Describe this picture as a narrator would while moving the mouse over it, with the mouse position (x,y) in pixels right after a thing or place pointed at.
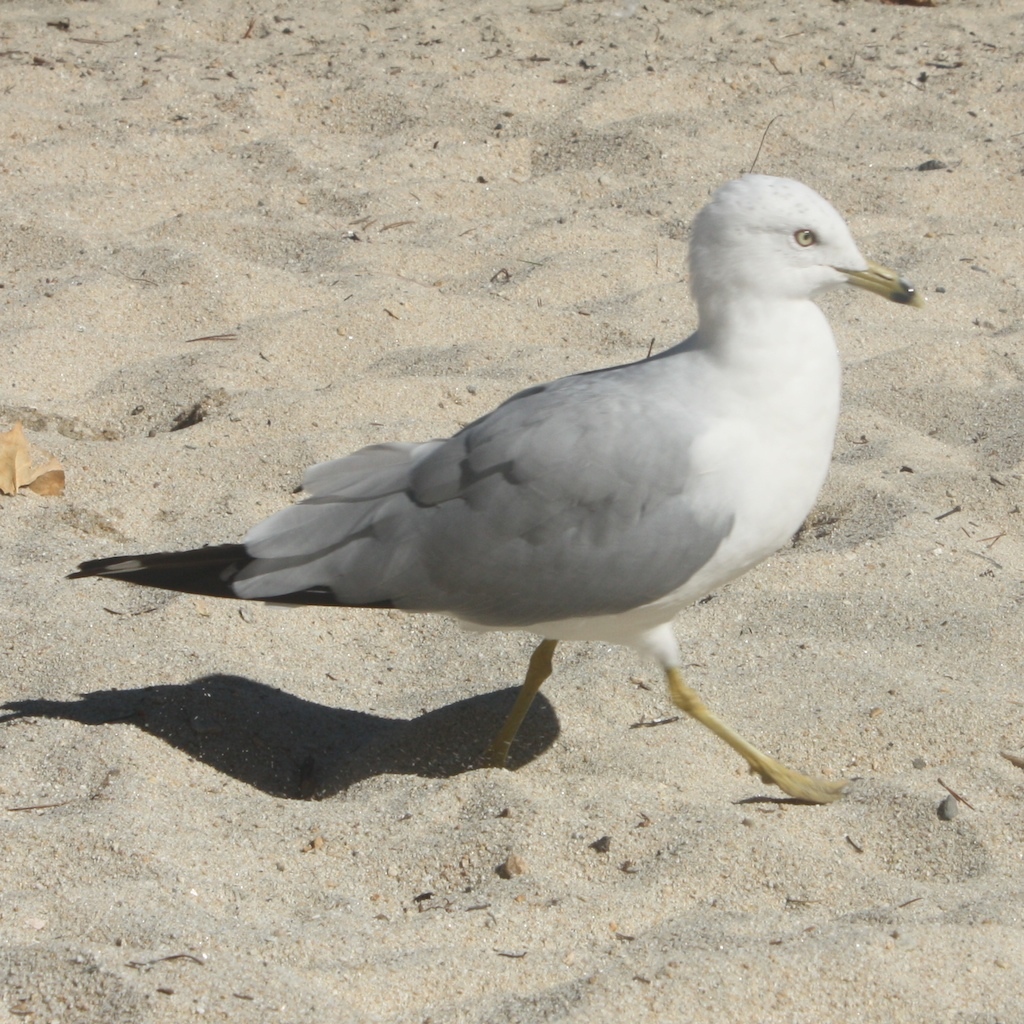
In this image I can see sand (811,745) and on it I can see shadow (466,768) and a white and grey colour bird (628,481).
